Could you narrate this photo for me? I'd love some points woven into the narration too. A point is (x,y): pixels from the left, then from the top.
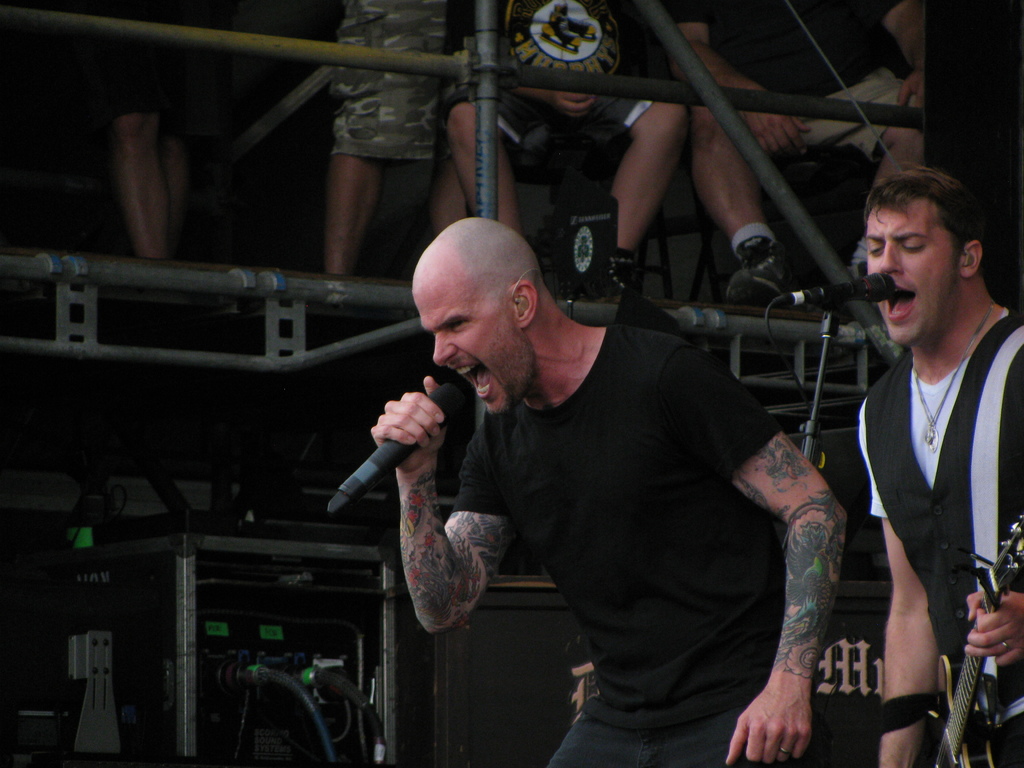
In this picture we can see two men (864,444) where one is holding guitar (994,562) in his hand (1023,606) and other is holding mic (445,406) in his hand (420,396) and they both are singing on mic (433,396) and in background (299,64) we can see some persons (628,63) sitting, fence (691,63), speakers (463,636), devices (66,549), wires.
